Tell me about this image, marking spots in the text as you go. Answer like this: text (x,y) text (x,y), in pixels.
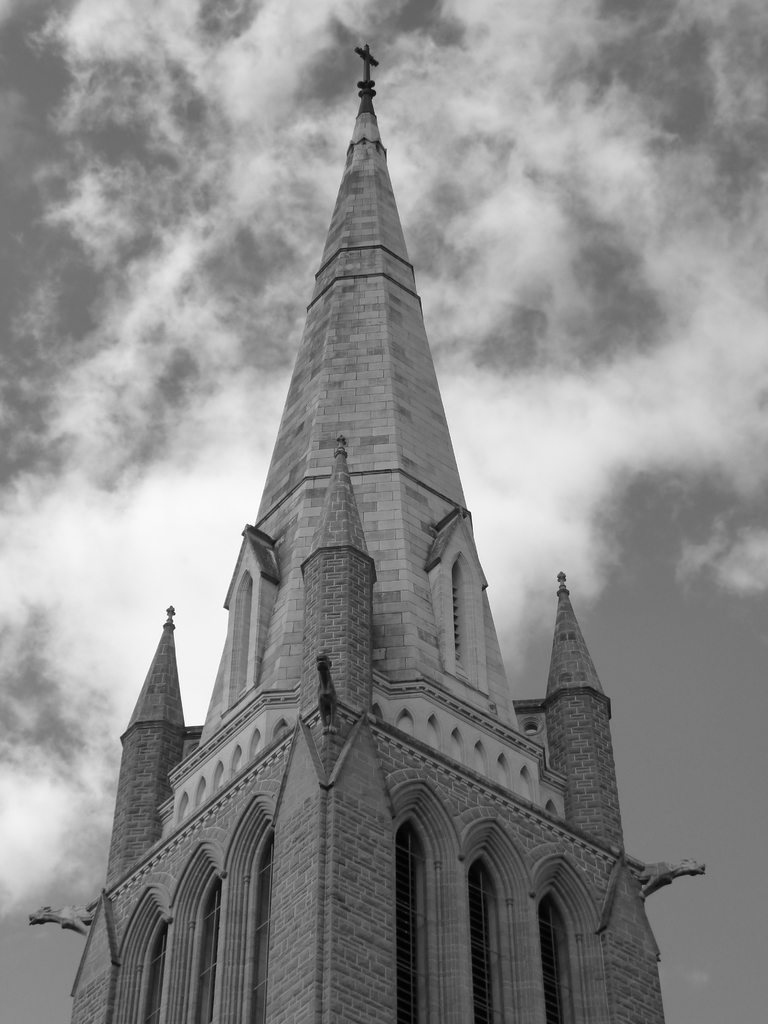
This is a black and white image. In this image we can see a building (404,263) with a cross (365,83). On the backside (287,300) we can see the sky (185,466) which looks cloudy.
